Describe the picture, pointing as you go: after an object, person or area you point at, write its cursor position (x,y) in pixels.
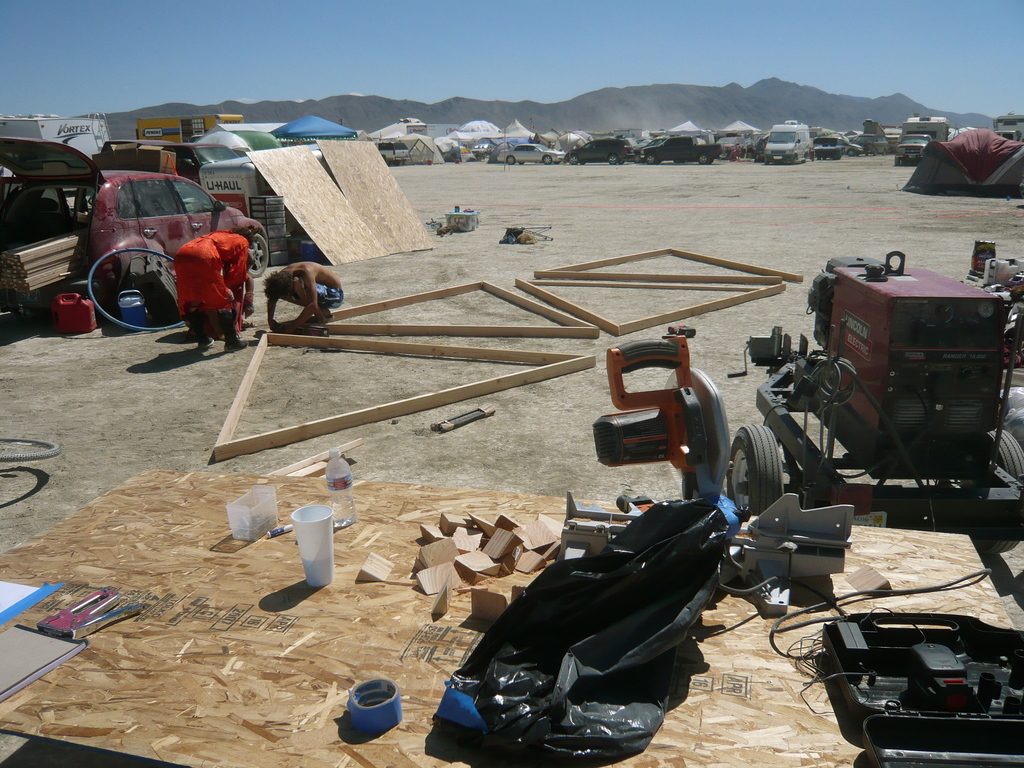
In this image we can see a table (170,669), on the table (276,744) one cover (603,658), wooden pieces (469,536), glass (321,541), bottle (334,468), container (239,505), book (31,642), plaster (381,699), suitcase (889,642) and one grey color thing (770,549) is present. Right side of the image (839,365) one vehicle (926,343) is there. Left of the image (102,211) one car (127,194) and wooden pieces (312,189) are present. Background of the image (786,112) vehicles (796,136) are parked and mountains (609,115) are there. In the middle of the image (537,361) triangle shape wooden thing (472,331) is there, on it two people (235,293) are working.
